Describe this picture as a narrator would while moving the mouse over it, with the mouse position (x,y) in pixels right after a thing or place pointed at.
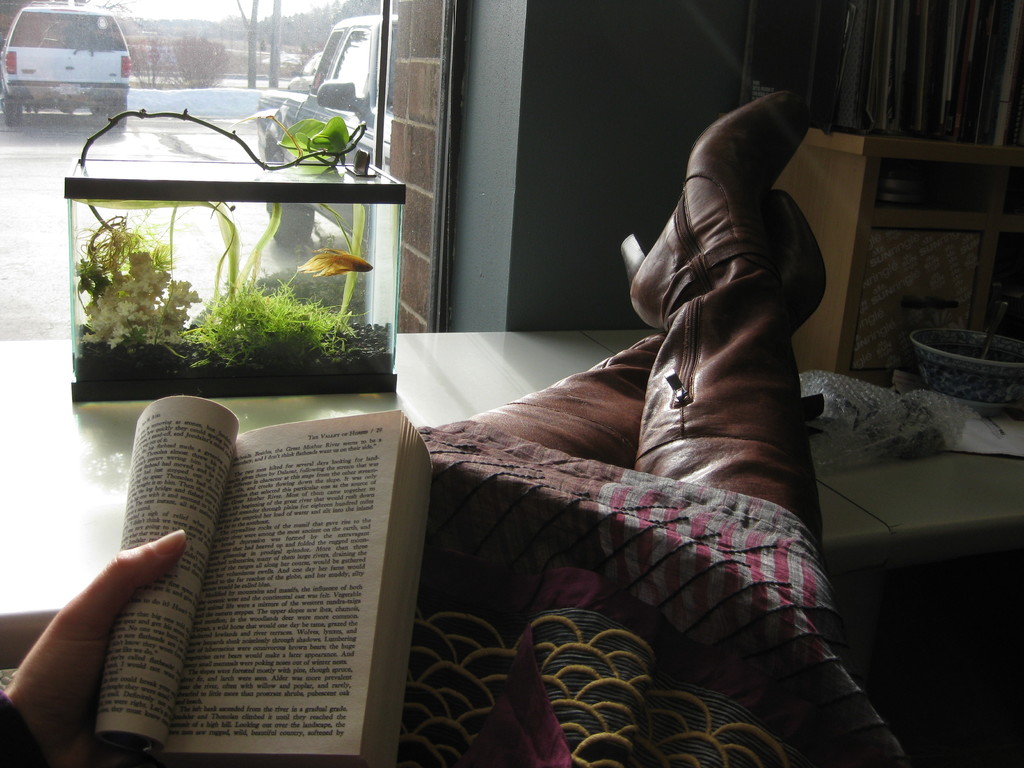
In this image we can see a person (643,429) wearing boots (657,370) keeping legs (766,444) on table (825,461) and also holding book (306,564) there is fish aquarium (207,311) on table (910,417) and some objects (935,328) and in the background of the image (380,120) there is glass (127,121) from which we can see some vehicles (39,73) parked, there are some trees (222,64), poles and on right side of the image (888,140) there is cupboard (892,204).
